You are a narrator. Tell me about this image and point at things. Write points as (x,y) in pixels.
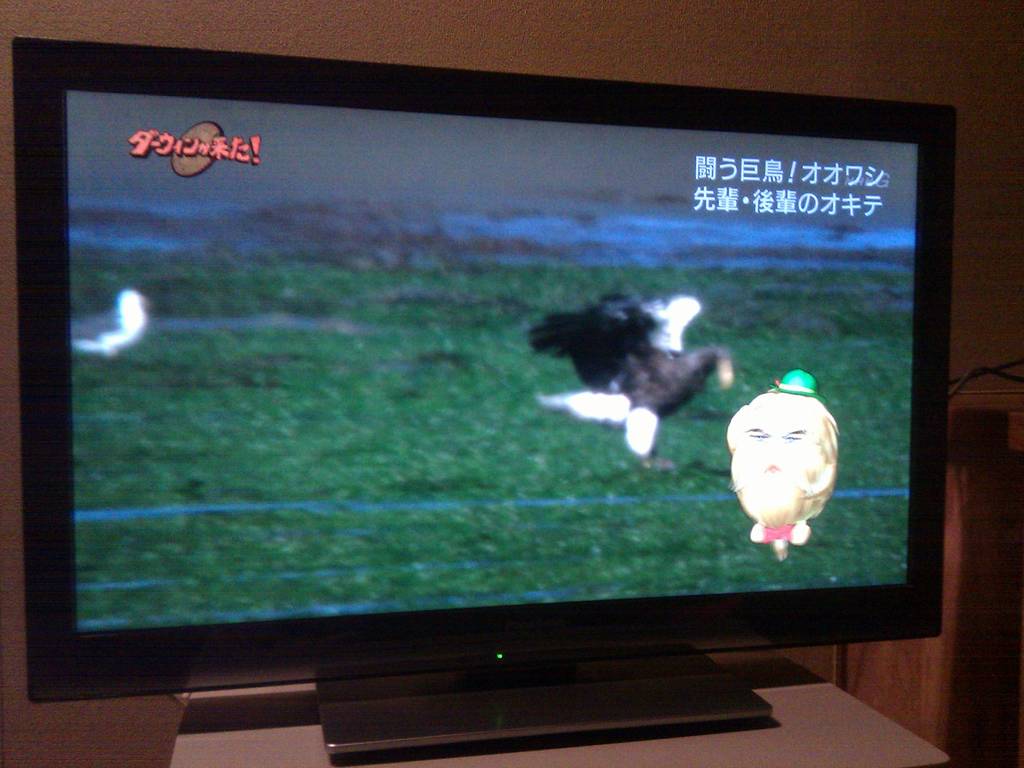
In this image I can see television (584,472) is on the table (798,722). In the background of the image (838,24) there is a wall (611,24). In the television screen (190,512) I can see birds (636,430) and cartoon image (792,442).
